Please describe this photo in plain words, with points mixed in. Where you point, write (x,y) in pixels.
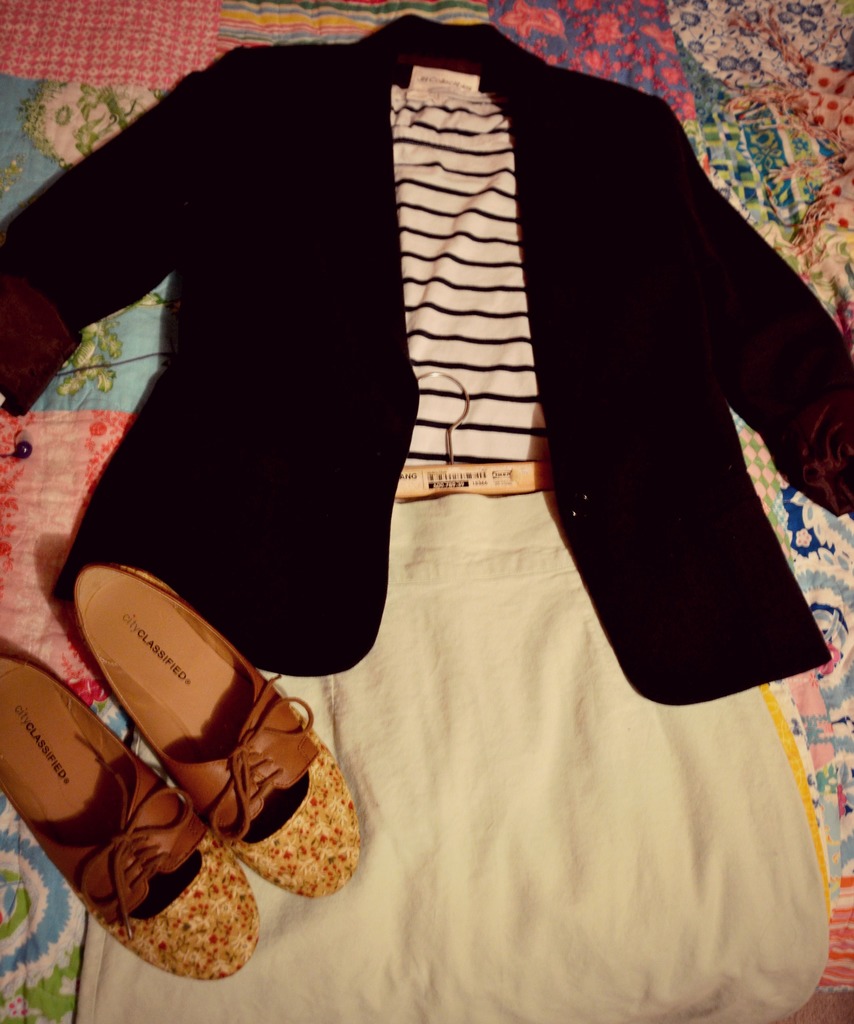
In this image we can see a black color jacket (546,128), white color T-shirt (522,302), white color skirt (525,559) to the hanger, shoes (120,861) and earphone (110,365) are kept on the bed (685,21) having bed-sheets (698,20) on it.
